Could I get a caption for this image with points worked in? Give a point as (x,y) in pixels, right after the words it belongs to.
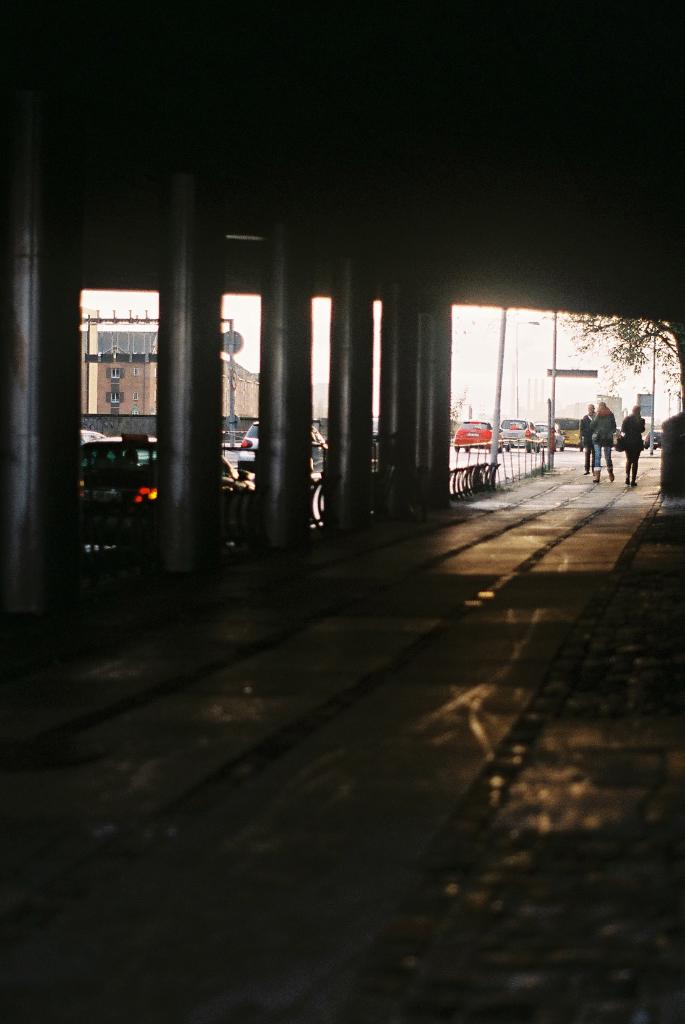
This picture is an inside view of a shed (526,608). In this picture we can see the pillars (431,463), barricades (469,470), poles (517,335), vehicles (523,425), building (133,363), windows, boards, trees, some persons (597,423) and sky (528,332). At the top of the image (542,121) we can see the roof (510,275). At the bottom of the image (322,892) we can see the floor (240,943).
